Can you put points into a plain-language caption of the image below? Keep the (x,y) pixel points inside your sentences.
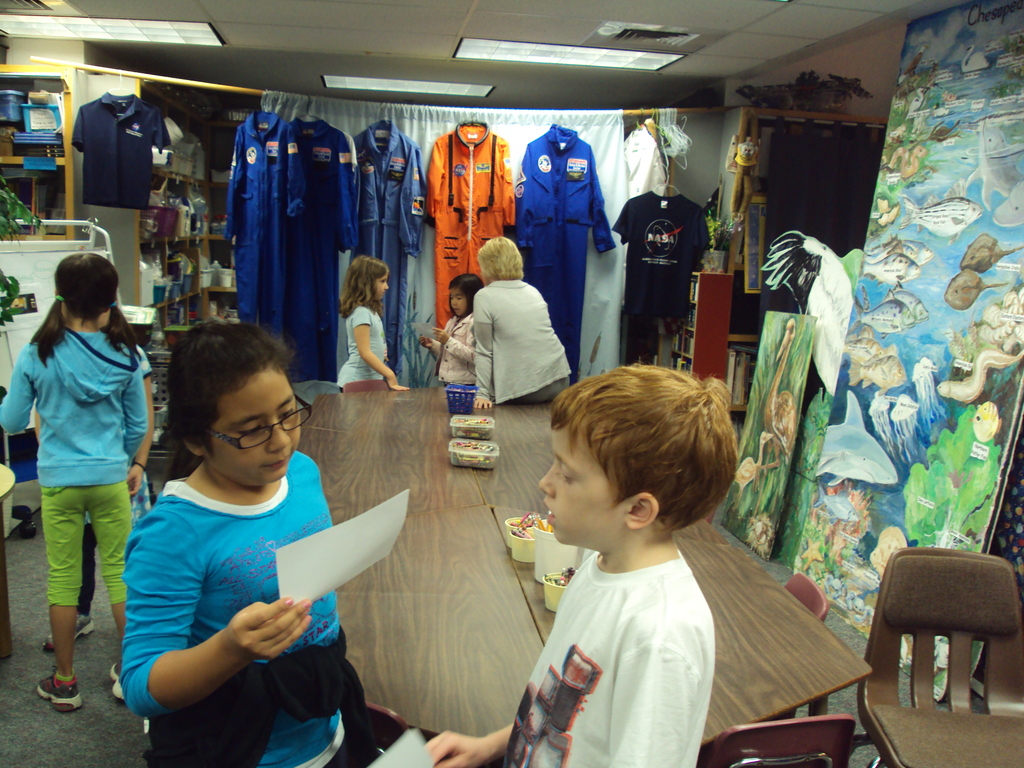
There are 6 kids (196,474) at the table (315,410) and 3 kids (223,705) are holding paper (373,511) in their hand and looking at the paper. On the table (492,472) there are crayons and bowls (556,601). A woman (536,311) is sitting on the table (343,497). In the background (486,180) there are clothes (673,230), curtain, hoardings (884,427), racks (70,127) and lights (462,90).
